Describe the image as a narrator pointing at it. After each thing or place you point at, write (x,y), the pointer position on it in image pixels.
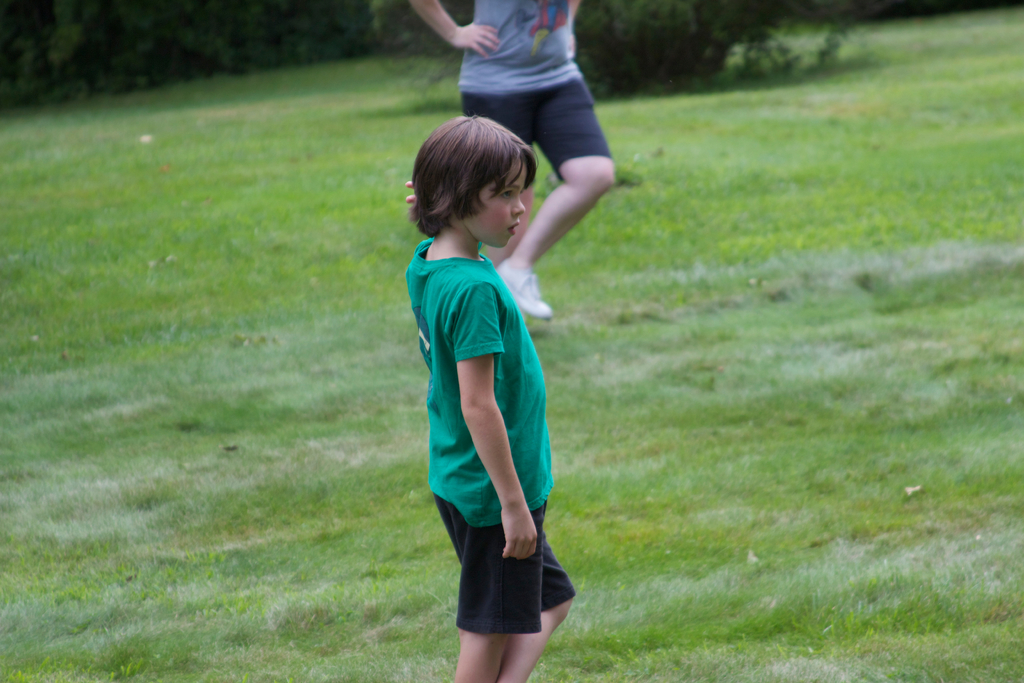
A person (501,456) is standing on the grass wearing a green t shirt (496,377) and black shorts (501,601). Behind him there is another person (532,48). There are trees (432,42) at the back (710,25).
